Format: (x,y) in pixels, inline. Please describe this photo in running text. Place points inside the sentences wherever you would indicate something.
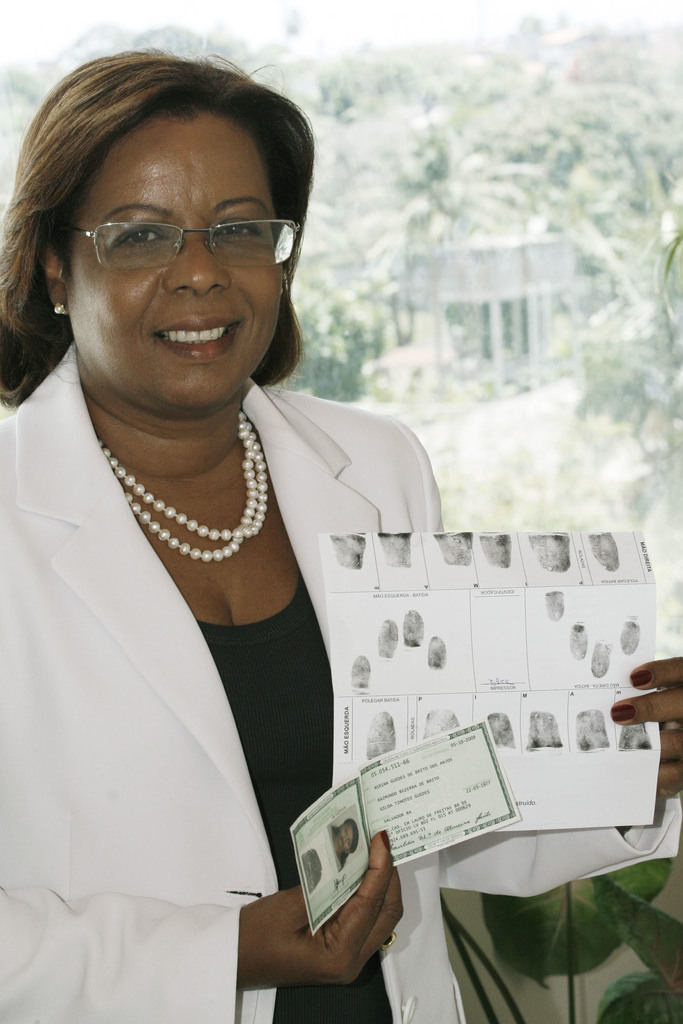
In the foreground of the picture (276,661) there is a woman (172,598) wearing a white jacket (215,823) and holding papers (464,654). The background (488,291) is blurred. In the background (496,212) there are plants (588,167) and building (530,332) and trees (472,182). At the bottom (595,949), towards right (599,956) there is a plant (614,934).
